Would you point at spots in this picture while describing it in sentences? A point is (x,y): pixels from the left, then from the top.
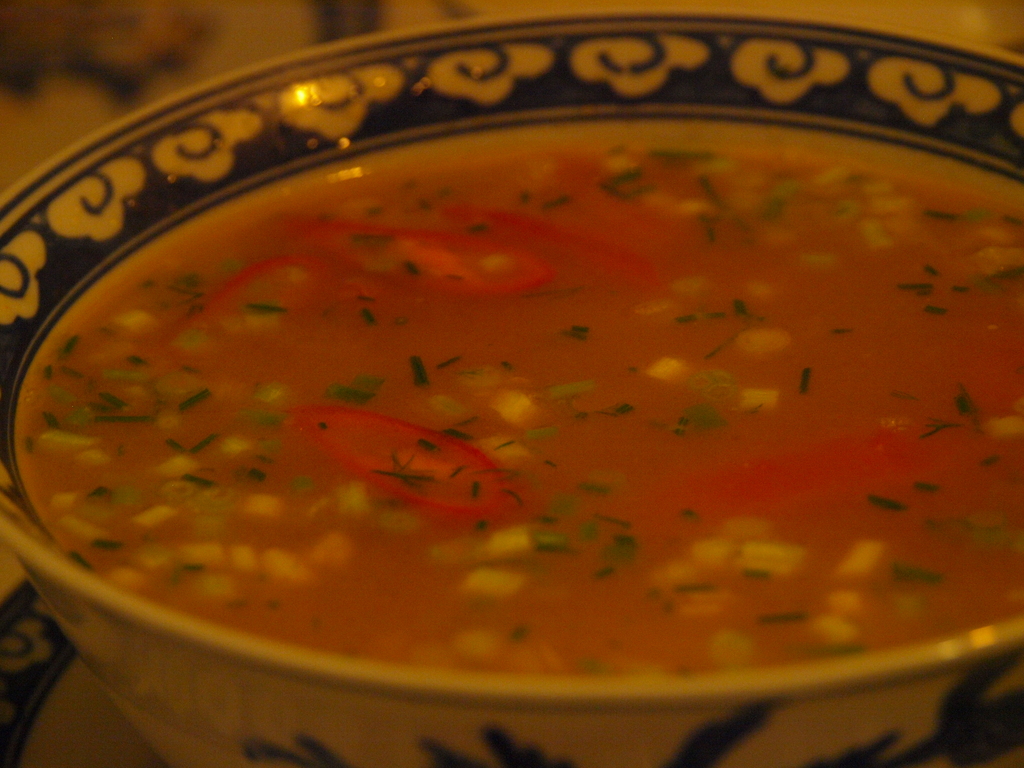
In the picture I can see a bowl (63,304) in which there is a soup (495,401).
